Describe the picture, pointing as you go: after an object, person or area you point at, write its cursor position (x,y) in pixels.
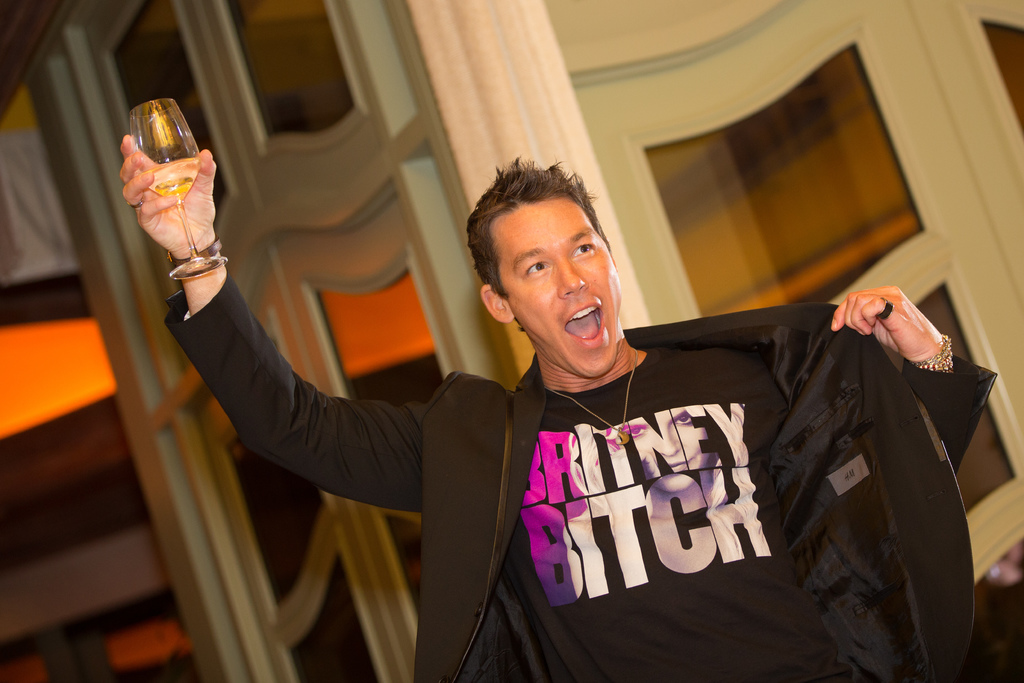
Here we can see a man (586,258). He is holding a glass of wine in his right hand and he is smiling.
